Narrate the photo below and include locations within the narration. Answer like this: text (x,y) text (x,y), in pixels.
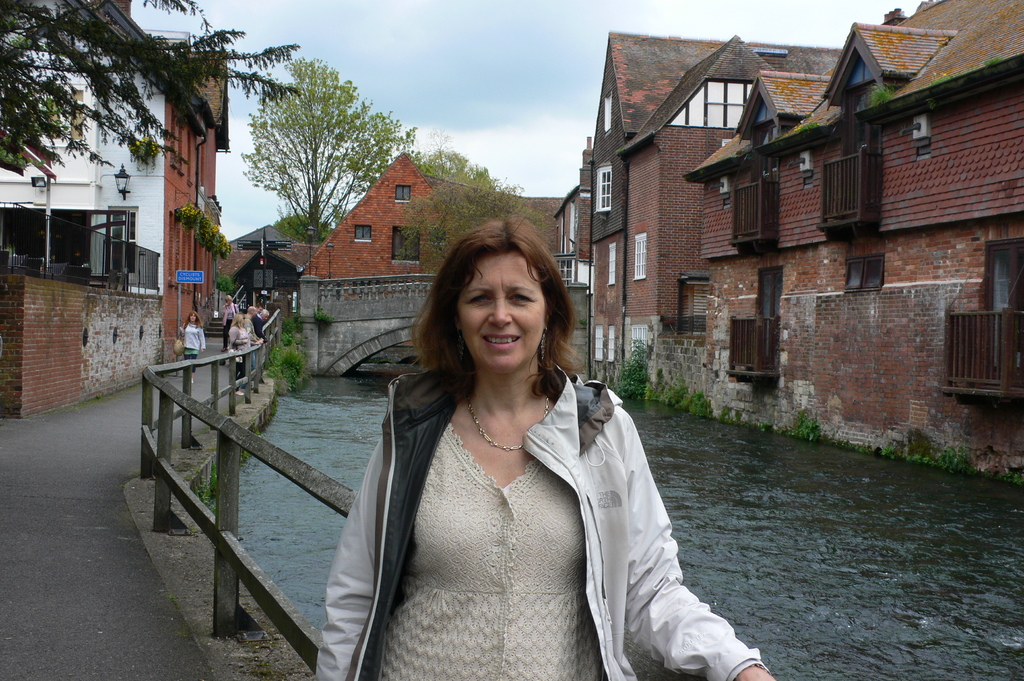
In the picture I can see people (370,492) are standing on the road (132,467). In the background (681,294) I can see buildings (422,267), trees (322,96), the water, a bridge (394,308), the sky (372,98) and fence (146,271).
